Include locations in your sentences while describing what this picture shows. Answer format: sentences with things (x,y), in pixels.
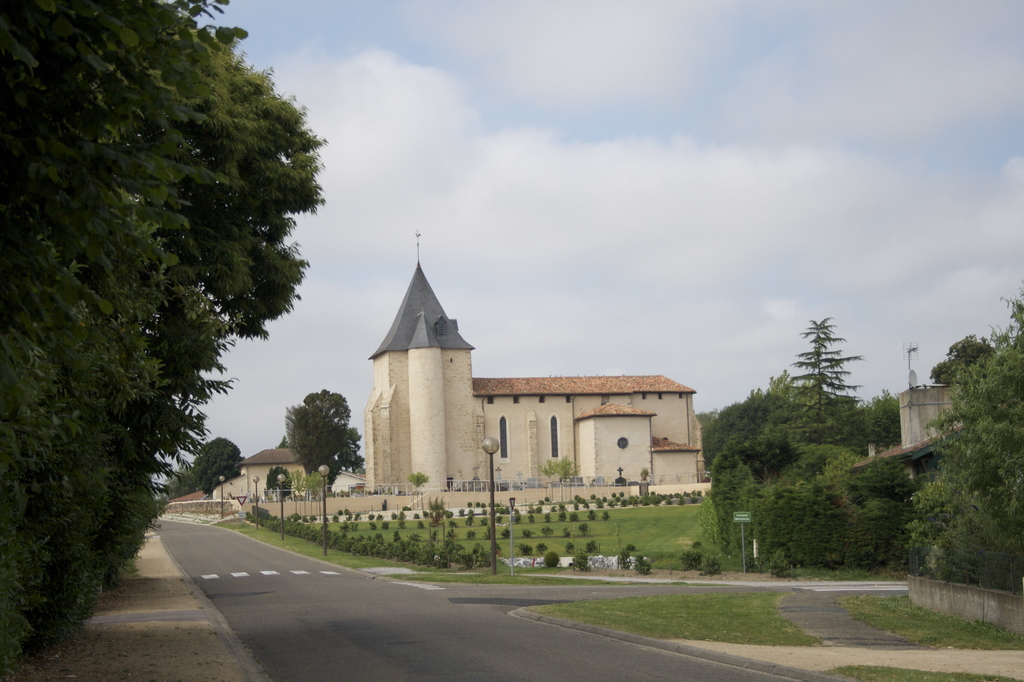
In this image we can see houses (661,439), plants (373,552), trees (50,417), light poles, a board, also we can see the sky (687,119).
